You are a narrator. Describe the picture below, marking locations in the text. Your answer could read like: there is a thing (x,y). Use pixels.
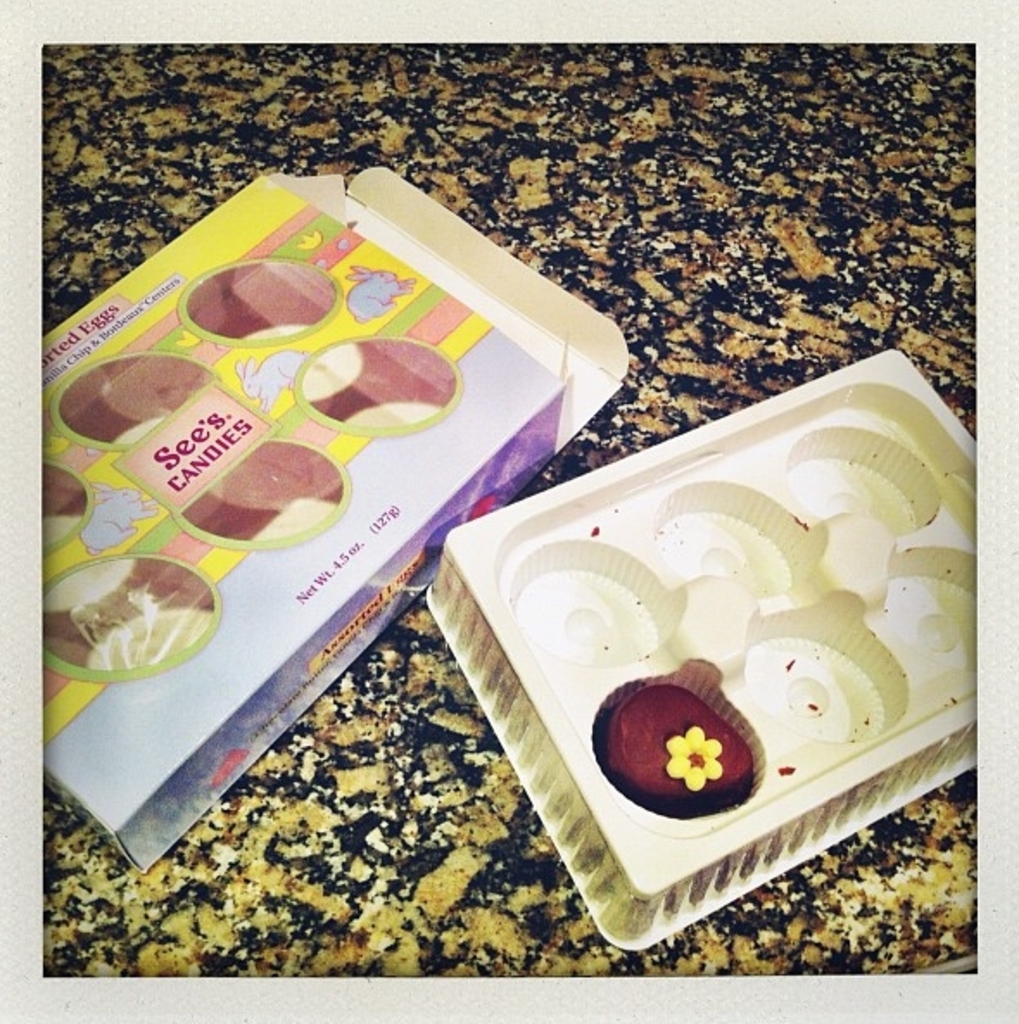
In this image there is a box (517,477). Beside there is a tray (715,692) having some food (686,701) in it. They are kept on the stone slab (858,281). On the box (270,529) there are few images (105,517) of animals (139,497) and some text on it.
